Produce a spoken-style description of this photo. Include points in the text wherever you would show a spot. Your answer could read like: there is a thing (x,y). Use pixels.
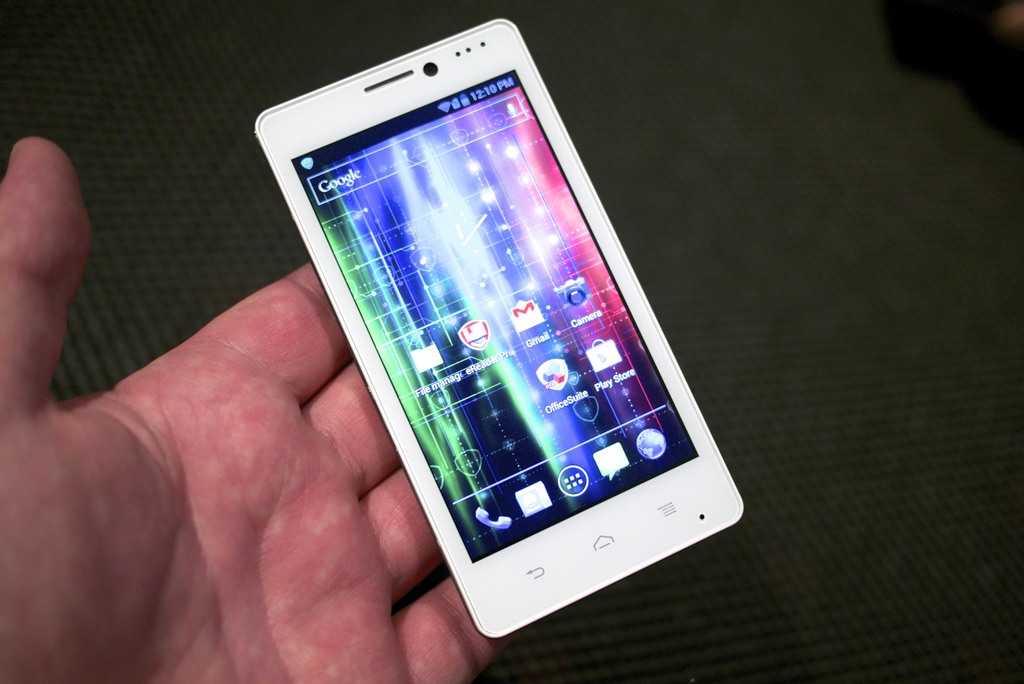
This picture contains the hand (310,382) of the man (269,471) or the woman (269,421) holding the mobile phone (460,279). In the background (900,396), it is black in color.
